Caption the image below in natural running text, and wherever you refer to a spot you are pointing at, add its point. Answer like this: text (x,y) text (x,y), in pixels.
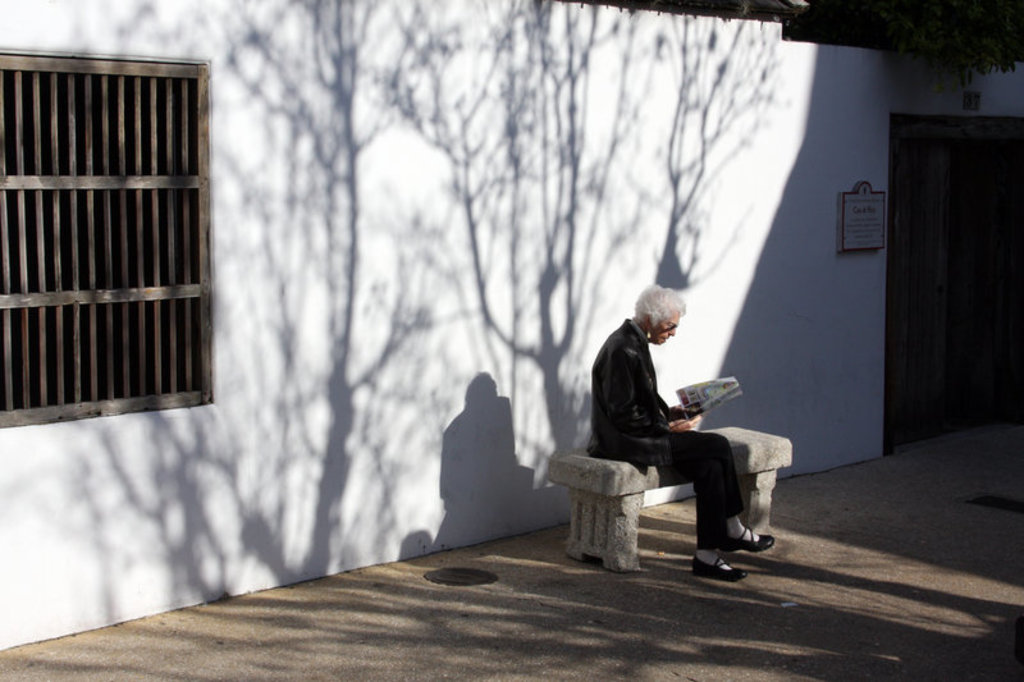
In this image we can see a person (639,429) on the bench (625,563) and holding a book (689,396). In the background (693,218) there is a building (678,228) and we can see a door (920,283) and a window (133,300).
